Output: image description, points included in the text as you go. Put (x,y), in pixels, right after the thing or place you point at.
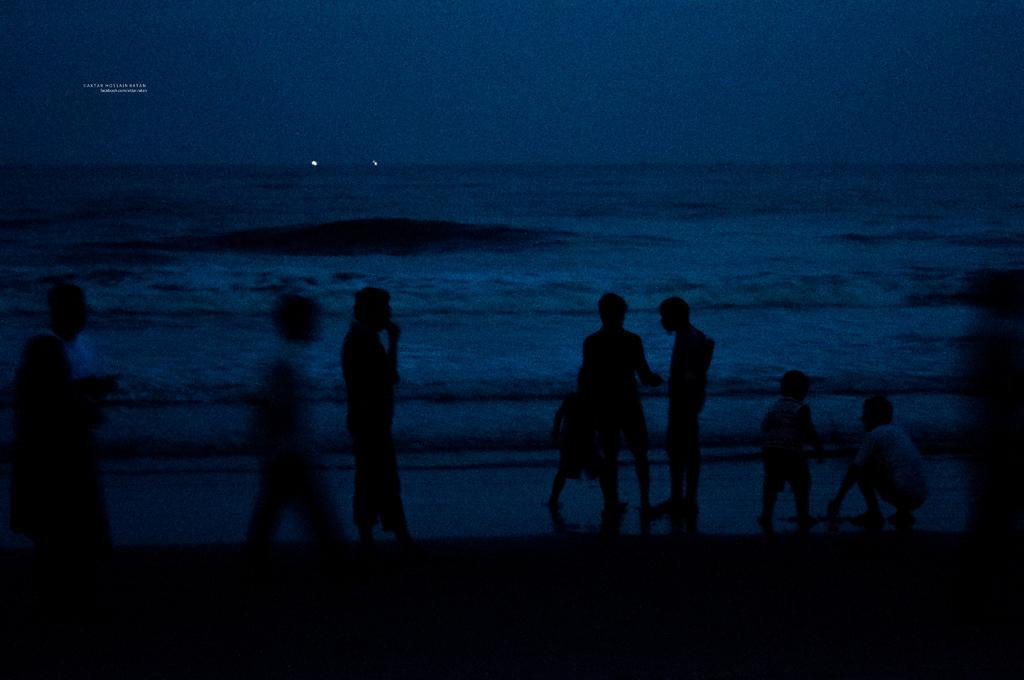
In this image we can see people (33,411) on the beach (438,493). In the background of the image (492,262) there is water (306,258).
